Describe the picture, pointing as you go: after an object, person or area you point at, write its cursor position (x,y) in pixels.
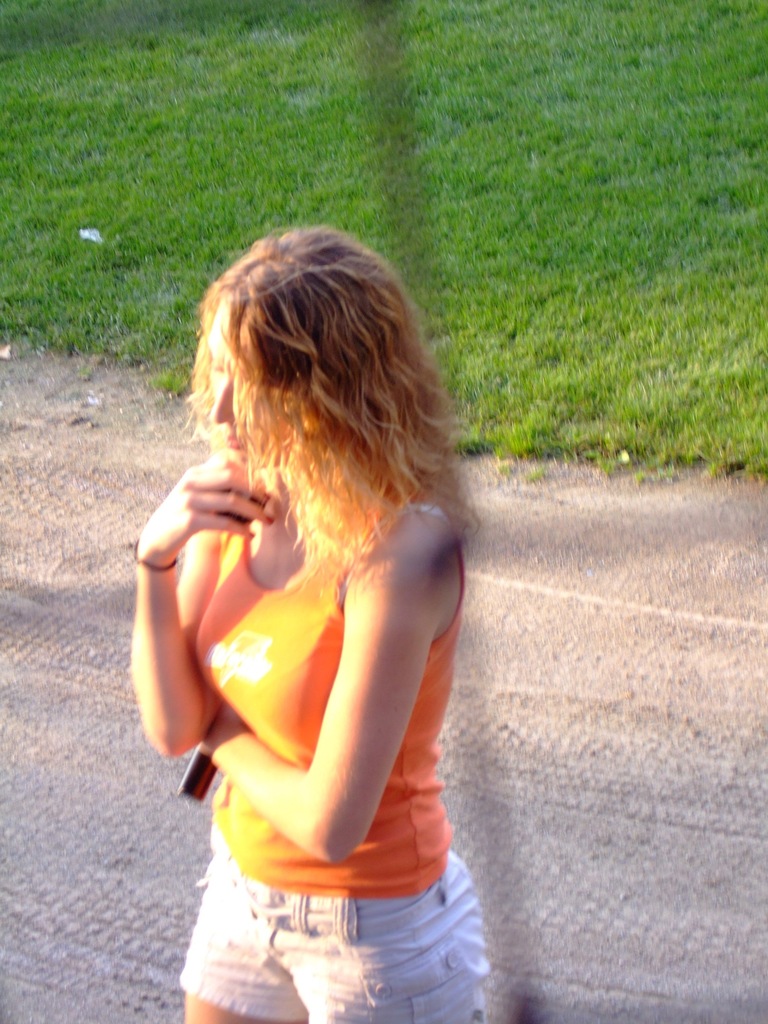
This woman (270,401) is holding an object (186,774) and standing. Background (293,26) there is a grass (231,108).
